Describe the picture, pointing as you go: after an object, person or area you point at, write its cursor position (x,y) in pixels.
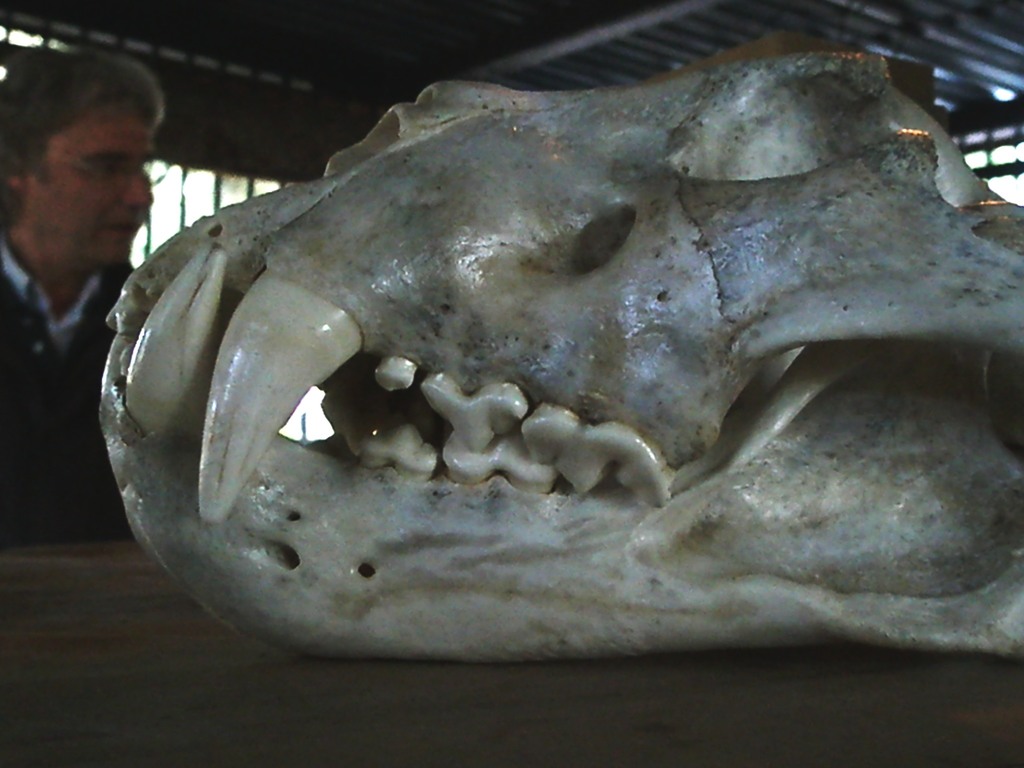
In this image in the front (537,271) there is the skeleton (672,429) of an object (643,422). In the background (93,286) there is a man (91,276) and there is a grill (204,210) which is black in colour.
